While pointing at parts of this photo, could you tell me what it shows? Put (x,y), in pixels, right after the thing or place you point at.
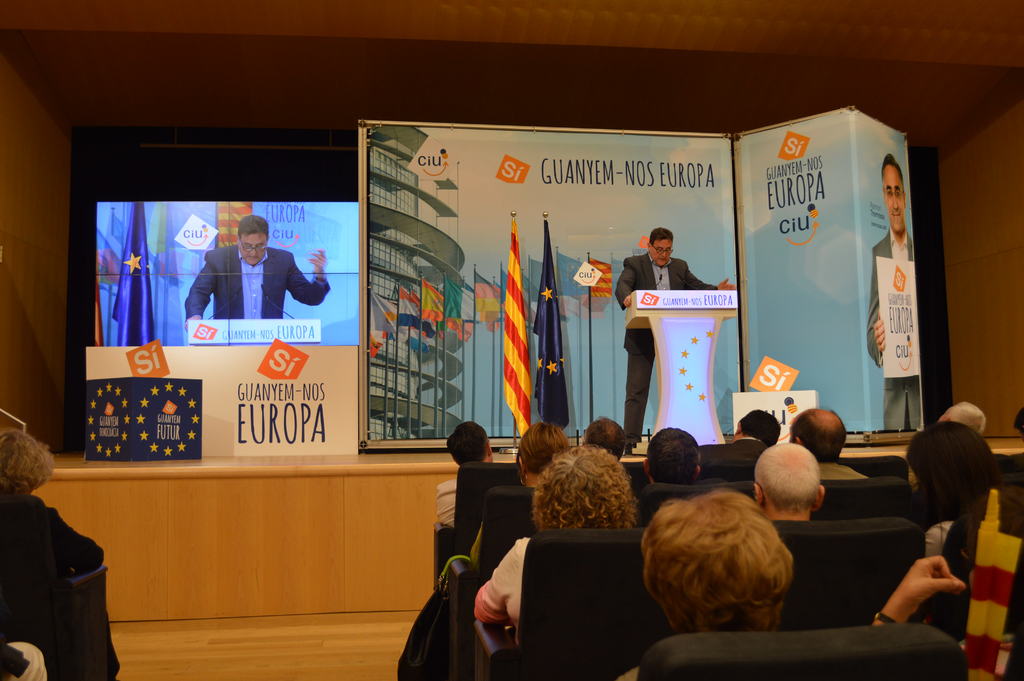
In the foreground of the picture (585,528) there are chairs (808,559) and people (501,566) seated in them. In the center of the picture (448,317) there is a stage (326,456), on the stage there are flags (538,294), banners (625,218), television screen (220,317), podium (684,312) and a person (637,280) standing and talking. In the background (415,67) it is wall (21,166).
